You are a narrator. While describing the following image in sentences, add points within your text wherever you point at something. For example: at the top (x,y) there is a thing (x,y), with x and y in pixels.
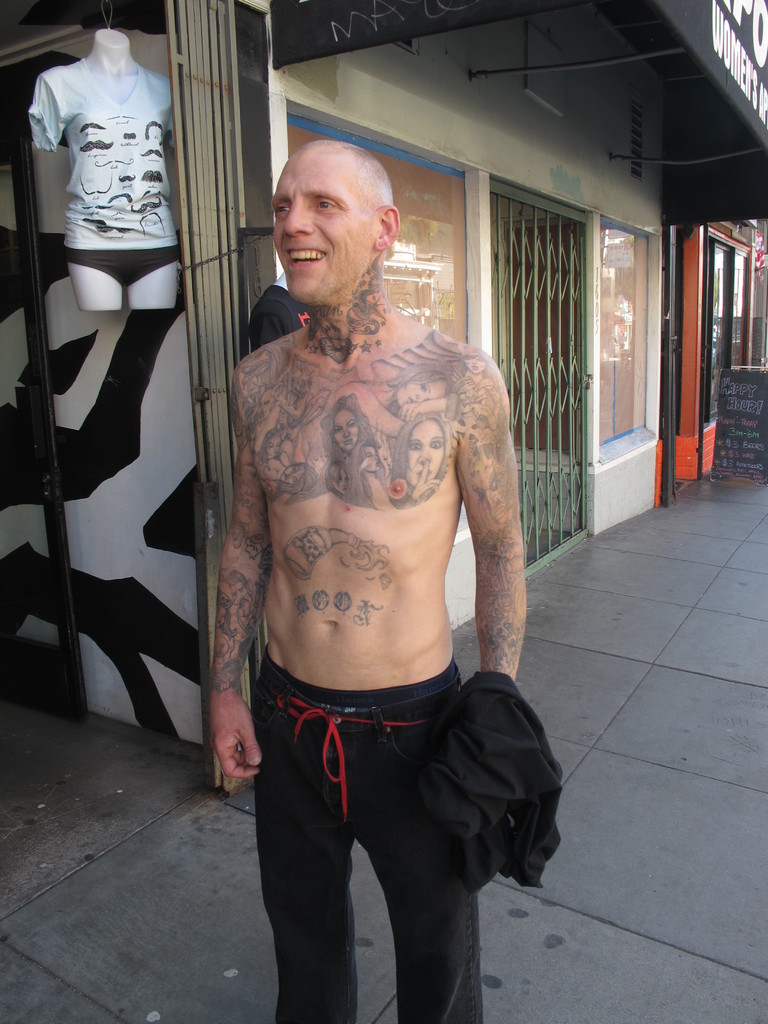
In this image, we can see a person (450,492) wearing clothes (388,826) and standing in front of the building (500,294). There is a display model (165,173) in the top left of the image (108,101).
